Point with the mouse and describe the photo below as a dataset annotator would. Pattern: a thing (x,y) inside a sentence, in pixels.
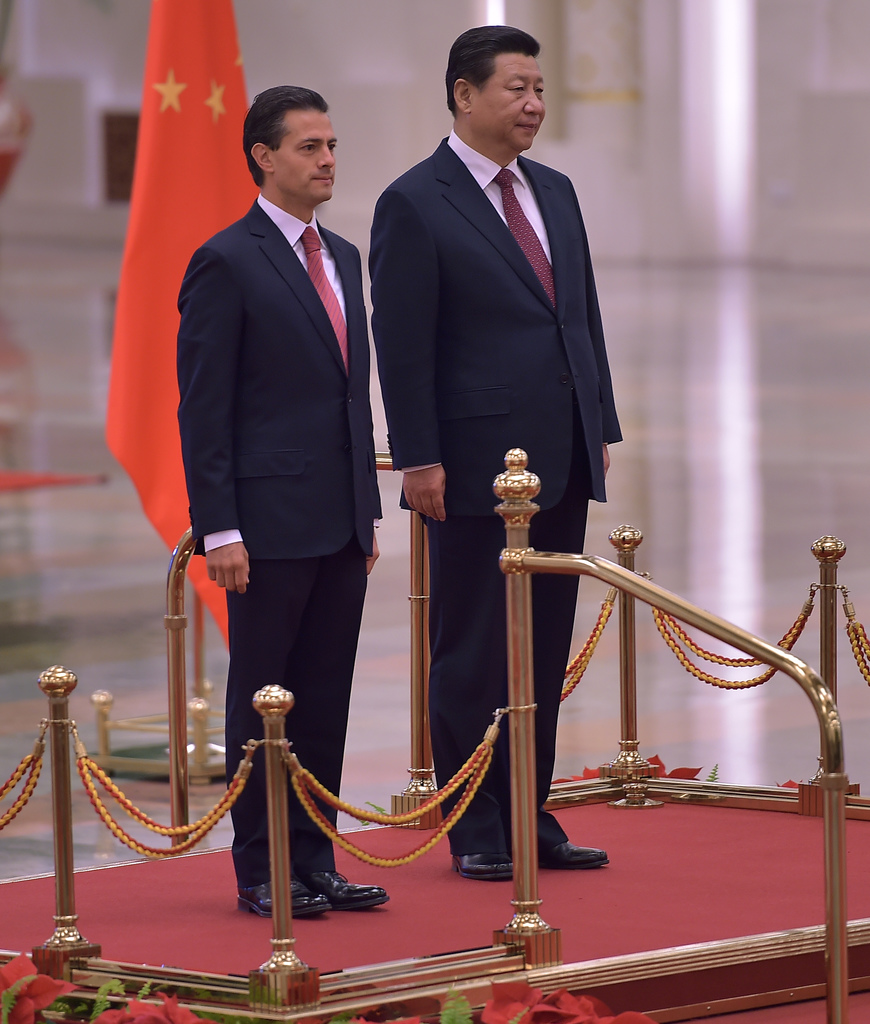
Bottom of the image (71,938) there is a fencing (839,759). Behind the fencing (110,778) two persons (555,291) are standing. Behind them there is a pole (175,601) and flag (175,53).
